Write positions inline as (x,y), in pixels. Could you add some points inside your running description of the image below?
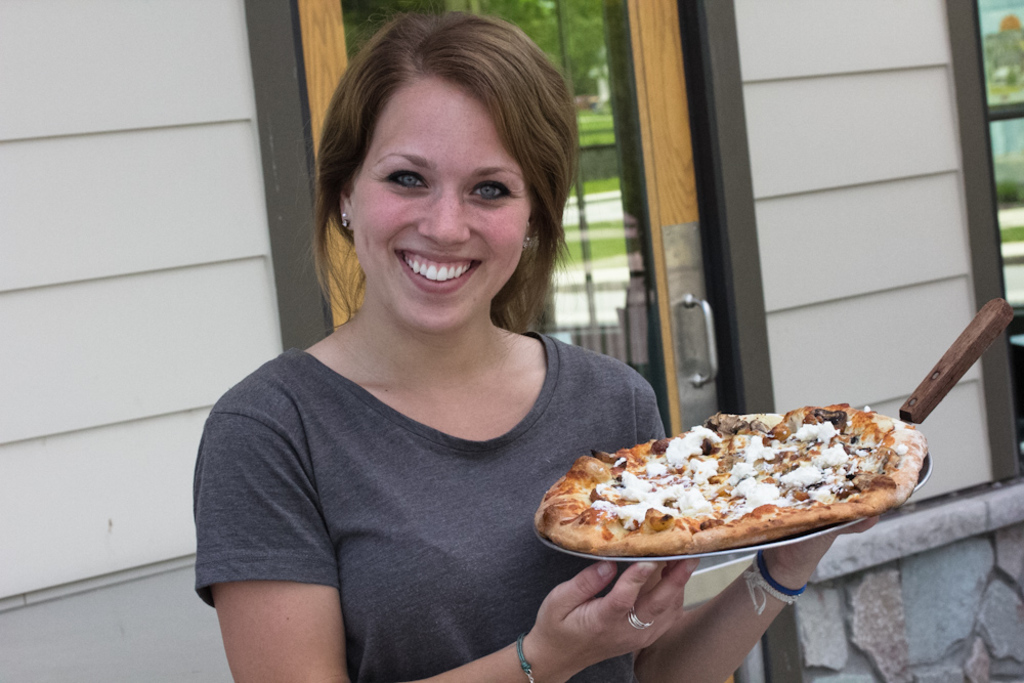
In the picture we can see a woman (203,517) standing and holding a plate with food item (592,514) in it and she is smiling and behind her we can see a house wall (1023,506) with the door (327,37) and glass (1022,389) in it.
